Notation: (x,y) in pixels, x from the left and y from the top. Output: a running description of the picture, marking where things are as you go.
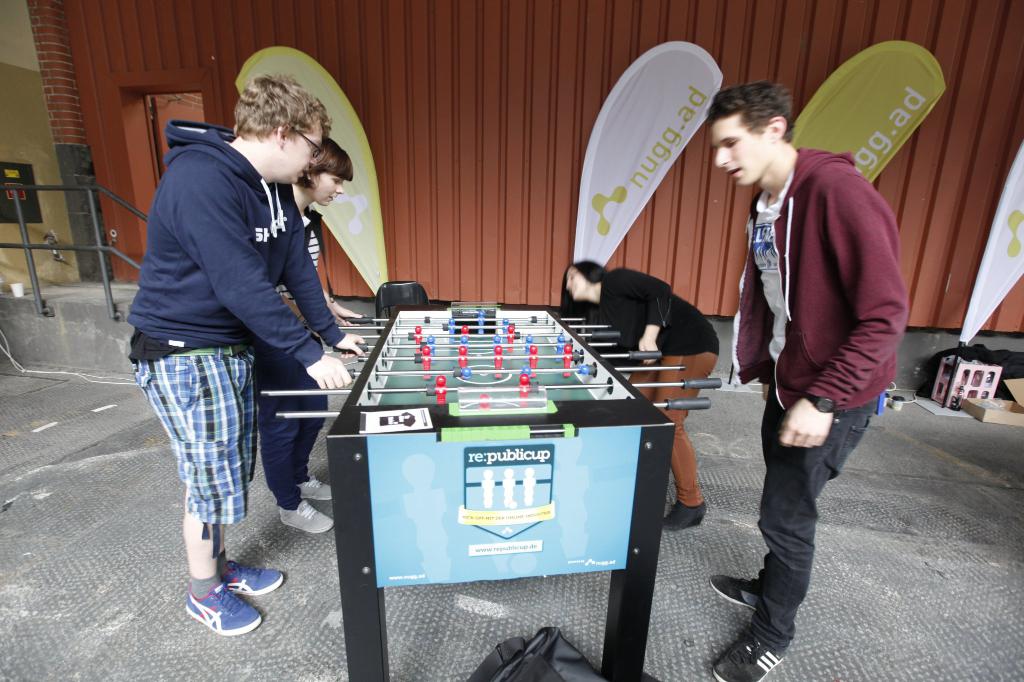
In this image in the center (618,292) there are four people (813,299) standing, and they are playing some game. And in the center (516,368) there is a table (417,384) and some rods (520,359), and in the background (572,56) there is wall (91,148), door (181,110), railing (97,216), box (974,378) and some other objects (955,378). At the bottom (497,582) there is floor (306,634) and there is some object (523,656).
